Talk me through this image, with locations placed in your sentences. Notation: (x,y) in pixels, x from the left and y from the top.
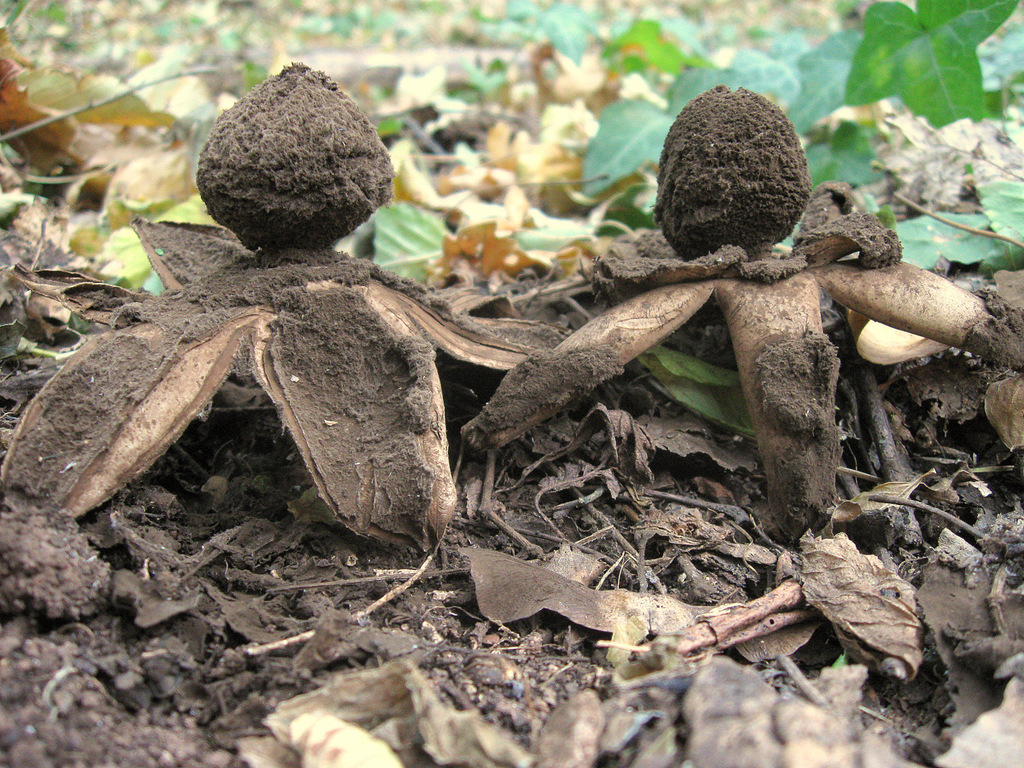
In this picture we can see few earth stars (389,349) and leaves (563,221).
